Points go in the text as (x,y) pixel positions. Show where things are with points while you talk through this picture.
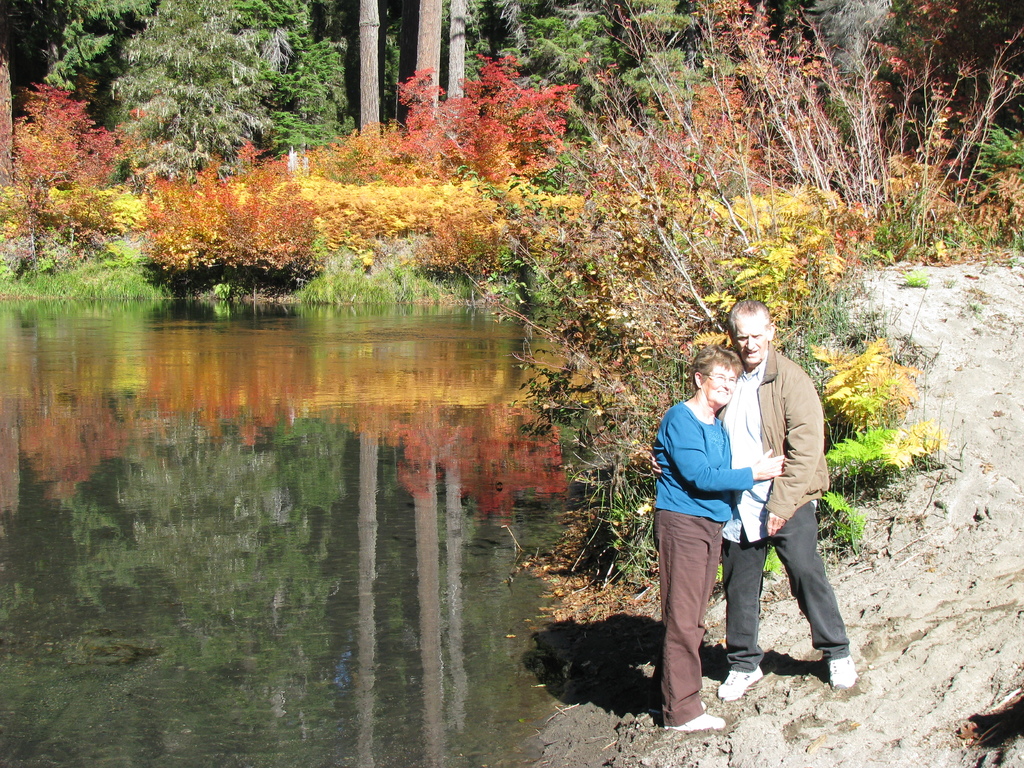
In this image we can see a man (758,366) and woman (690,469). On the left side (242,478) there is water (242,478). In the back (549,221) there are trees (468,130). On the right side (937,605) there is sand (905,629).
